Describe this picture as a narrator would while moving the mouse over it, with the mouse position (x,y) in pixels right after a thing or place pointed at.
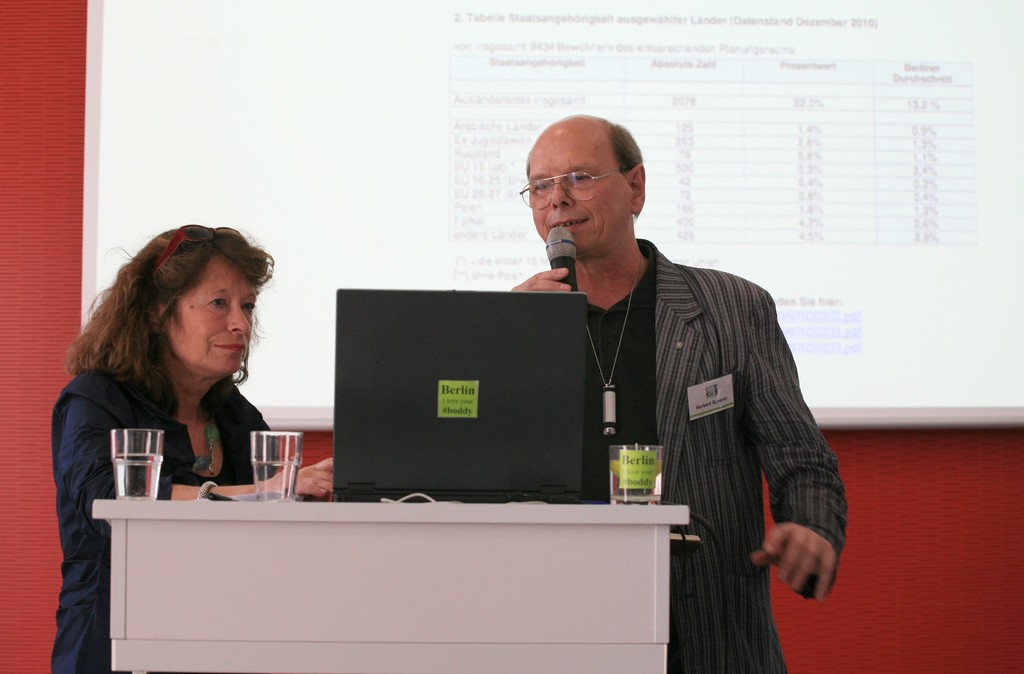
In this picture there is a woman (164,344) and a man (602,373) near the podium (450,559). On the podium (440,568) there is a laptop (387,452) and three glasses (263,460) here. A man (608,471) is holding a mic (560,262) in his hand (566,275). In the background (762,106), there is a projector screen display (622,109) here.
